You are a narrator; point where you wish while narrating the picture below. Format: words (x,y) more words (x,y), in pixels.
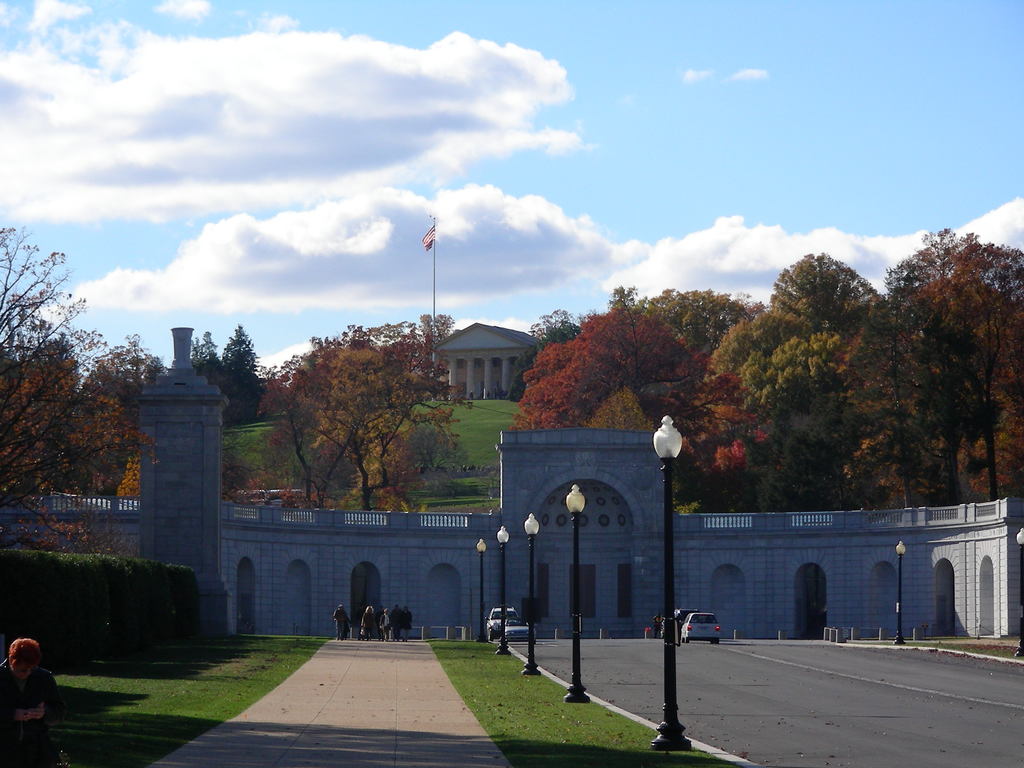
There are cars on the road (658,680). Here we can see poles (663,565), grass (541,690), plants (67,616), trees (41,386), wall (472,561), and few persons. In the background (501,327) we can see a building (483,332), flag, and sky (342,177) with clouds (372,268).
